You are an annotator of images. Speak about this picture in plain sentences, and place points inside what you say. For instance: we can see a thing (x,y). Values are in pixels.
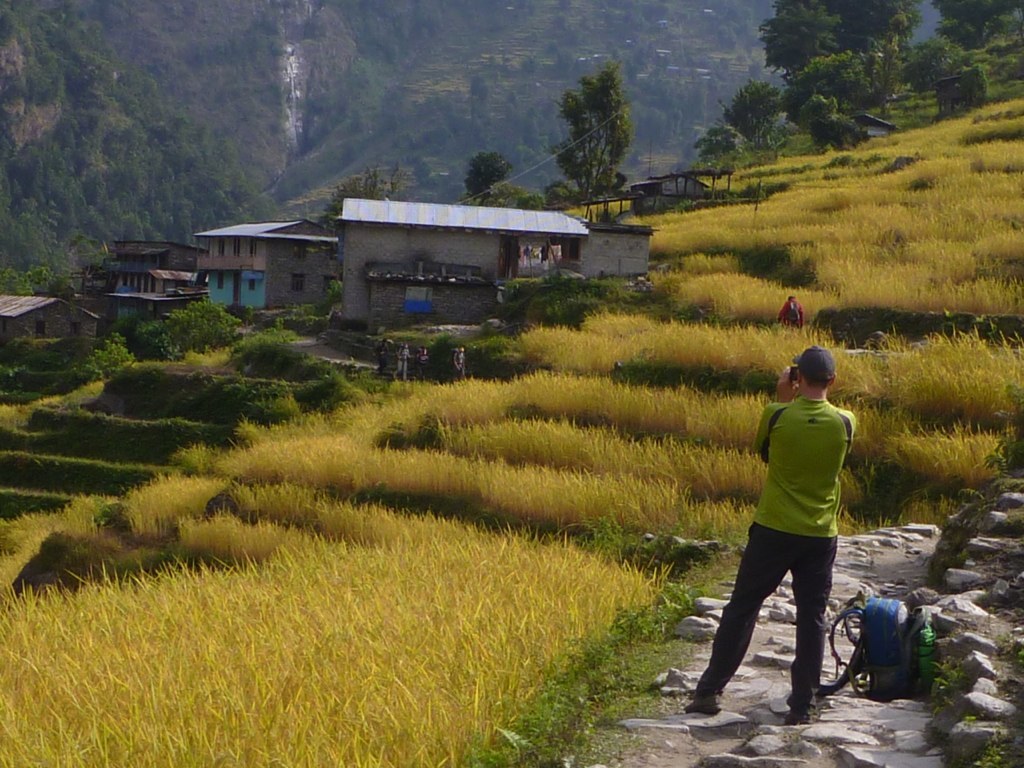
In this picture there is a man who is standing on the right side of the image (813,393), he is taking a photo and there is a bag (890,650) on the floor (953,608), there are houses (496,240) on the left side of the image (318,238) and there is greenery (537,455) around the area of the image.
